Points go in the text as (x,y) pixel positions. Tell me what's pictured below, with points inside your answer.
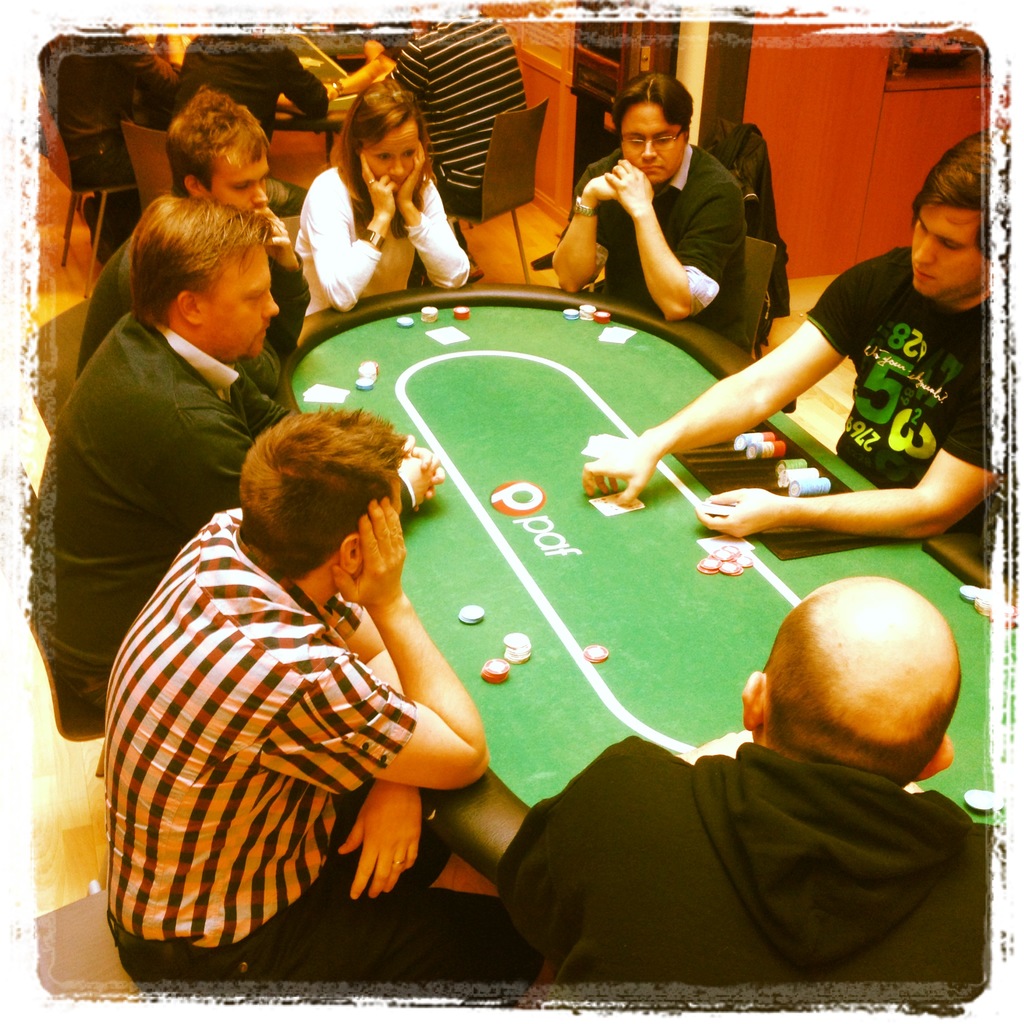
In this image I can see number of people (741,964) sitting. I can also see a table (508,289).
